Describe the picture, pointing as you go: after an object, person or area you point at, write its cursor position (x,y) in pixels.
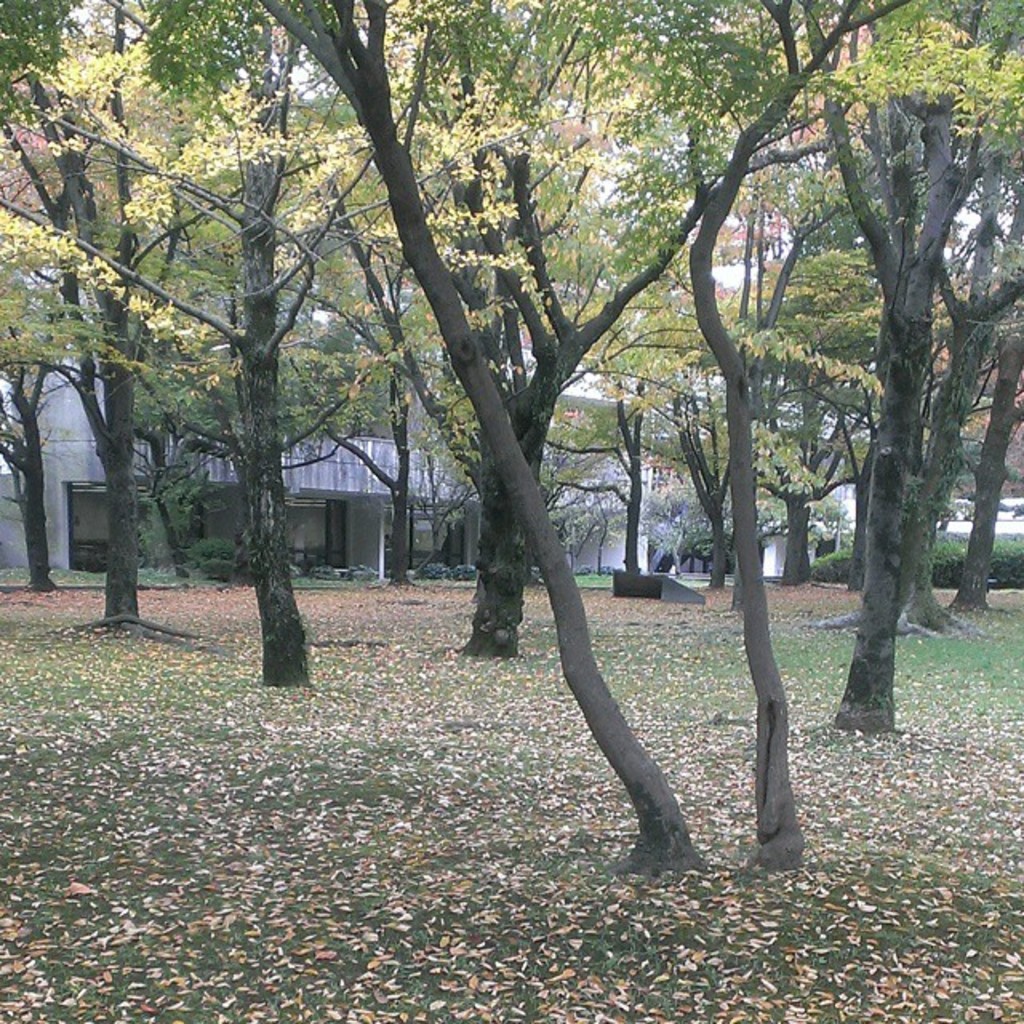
In this image we can see a group of trees (296,680). Behind the trees (456,460) we can a building (470,505) and few plants (952,546). At the bottom of the image (402,801) we can see leaves (435,711) on the surface (430,757).
